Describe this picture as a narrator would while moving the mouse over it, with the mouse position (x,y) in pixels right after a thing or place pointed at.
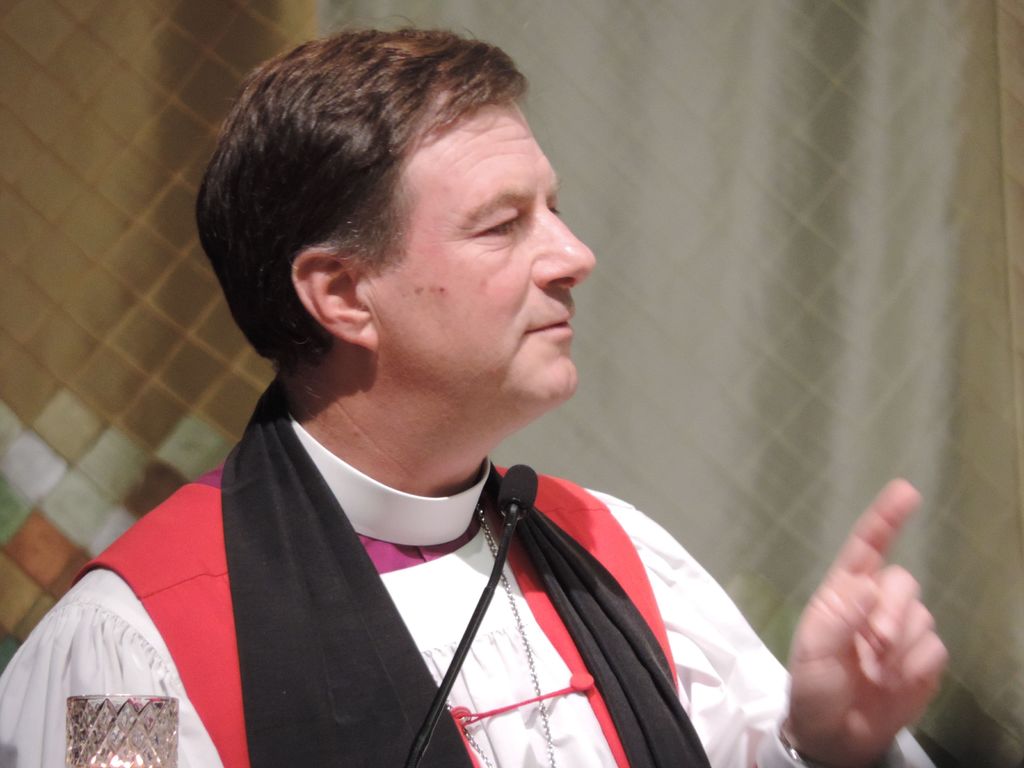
This man (421,227) is looking and pointing towards the right side of the image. In-front of this man (488,508) there is a mic (503,547).
